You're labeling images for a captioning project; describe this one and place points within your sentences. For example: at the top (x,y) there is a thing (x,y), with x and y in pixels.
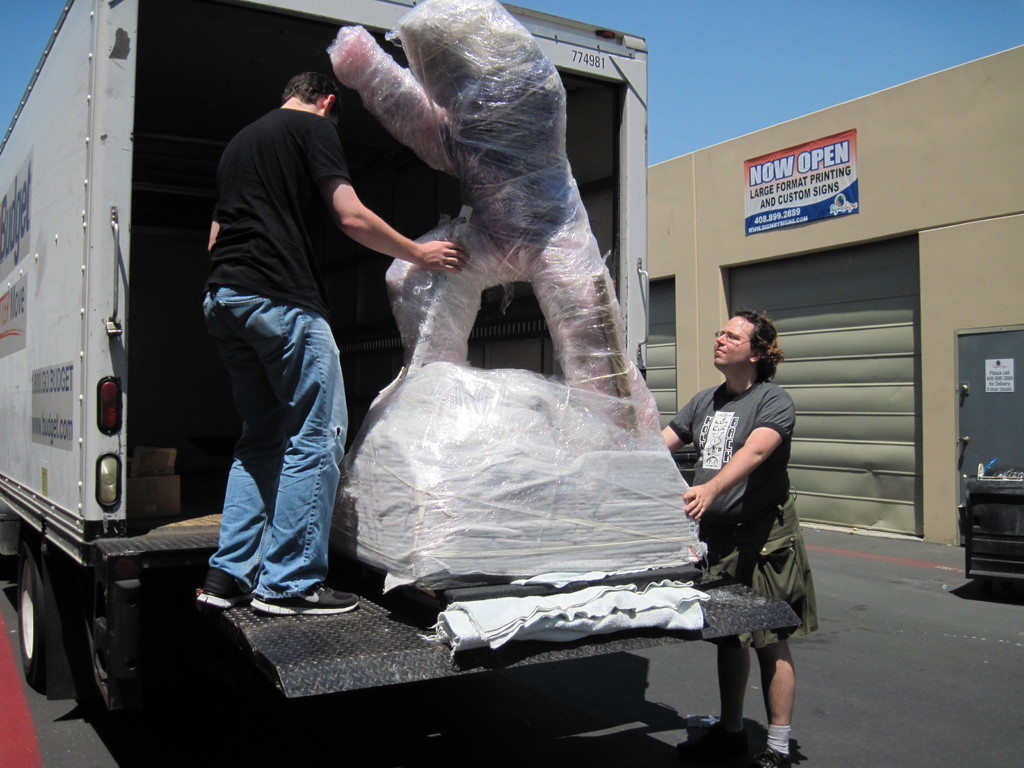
This picture is clicked outside. In the center (457,469) we can see a person (277,181) wearing black color dress (298,245), holding an object (543,150) and standing. On the right (739,367) we can see another person (743,367) wearing t-shirt (740,438), holding the object (655,529) and standing and we can see a vehicle (124,420) parked on the ground (590,682). In the background (781,153) we can see the sky (693,57), text (845,147) the poster (811,147) attached to the wall (971,183) and we can see the door (987,419) and some other objects (977,486).
